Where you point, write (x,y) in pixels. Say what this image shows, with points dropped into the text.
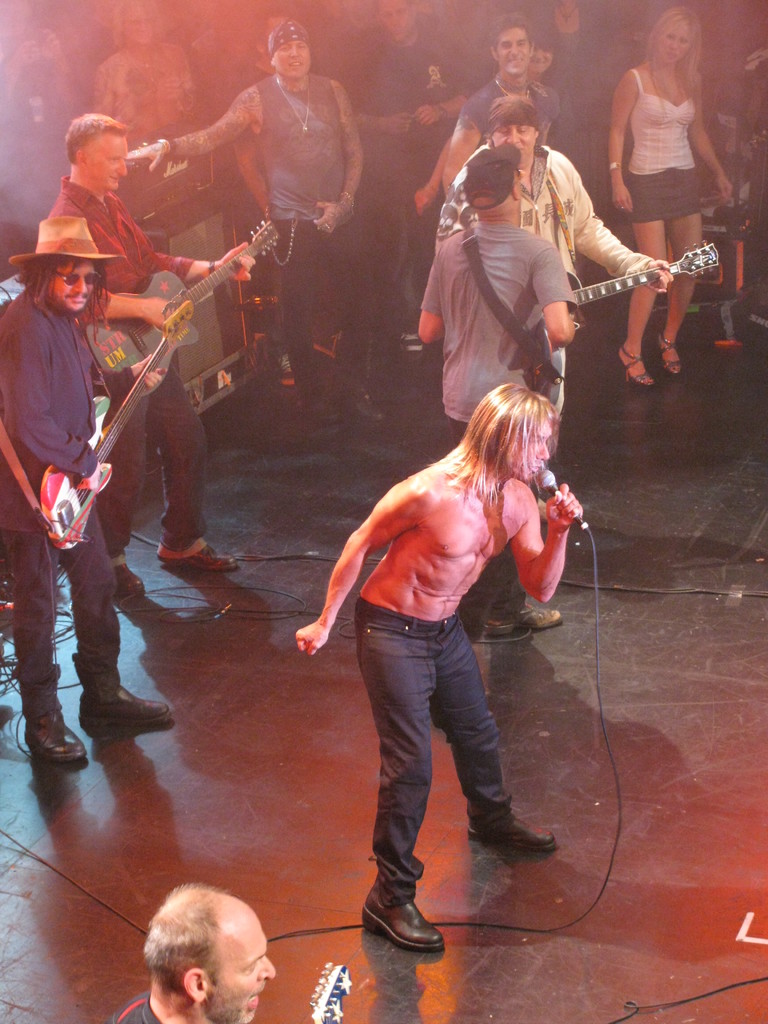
In this image I see lot of people (667,182) in which few of them are holding the guitars (109,349) and this man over here is holding the mic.
